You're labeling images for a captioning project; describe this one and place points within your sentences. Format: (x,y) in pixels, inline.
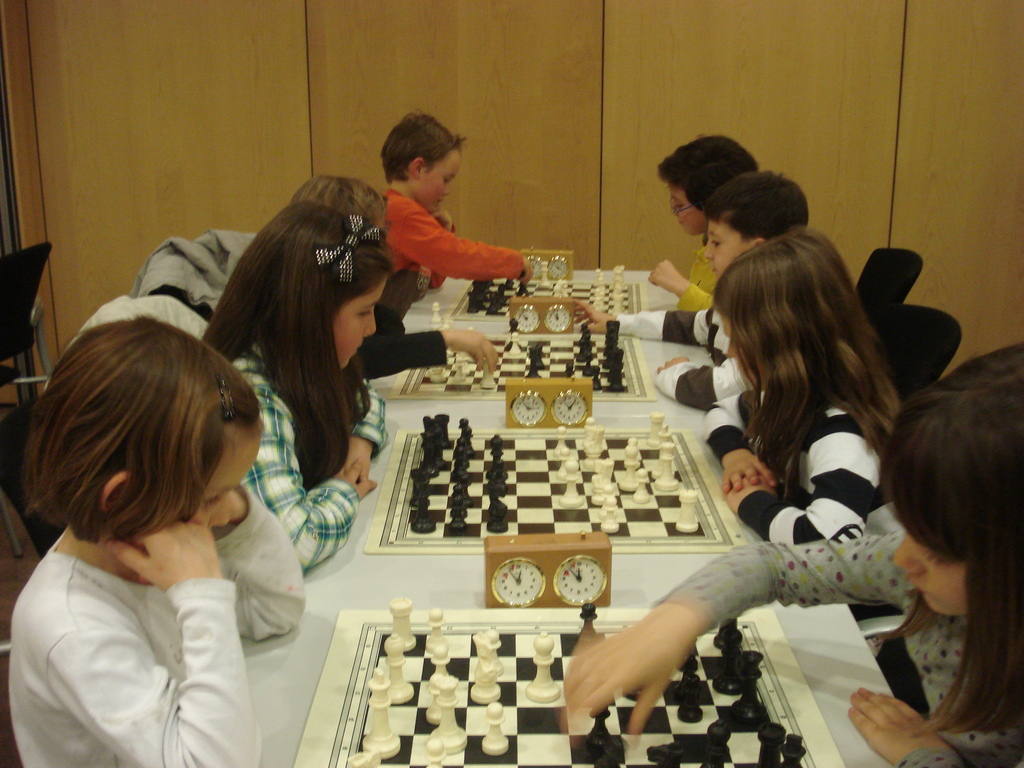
In this image there are children (681,204) who are playing chess. There is a table (359,587) on which there are four chess board (517,696) with chess coins (488,681) on it. There is clock (496,593) in between two chess boards (535,480). At the background (554,89) there is wooden wall (462,53).
